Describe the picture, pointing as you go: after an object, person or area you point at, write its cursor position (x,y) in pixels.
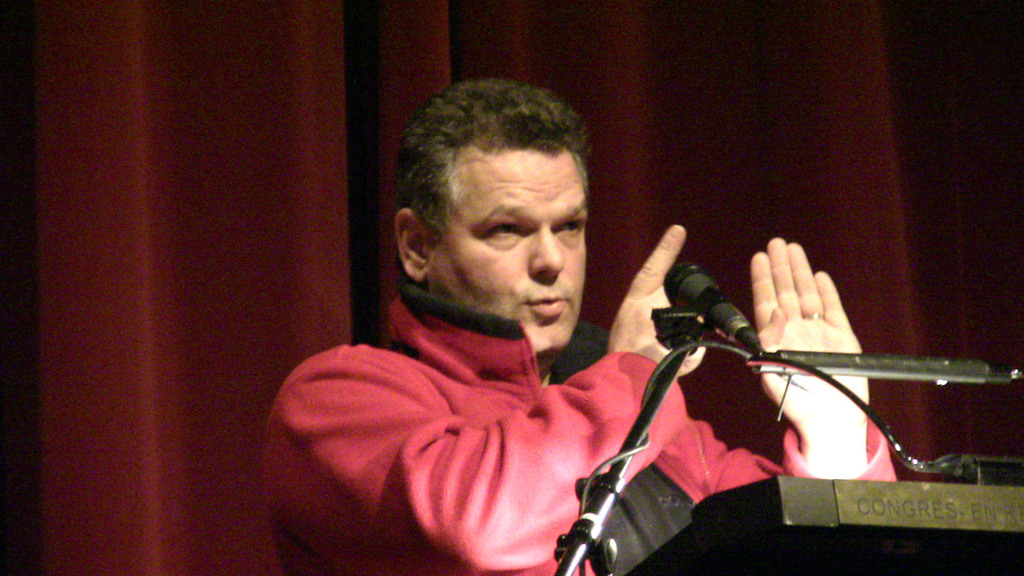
In this image there is a person (477,338) standing near the podium (780,493), there is a microphone (744,335) to the stand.
